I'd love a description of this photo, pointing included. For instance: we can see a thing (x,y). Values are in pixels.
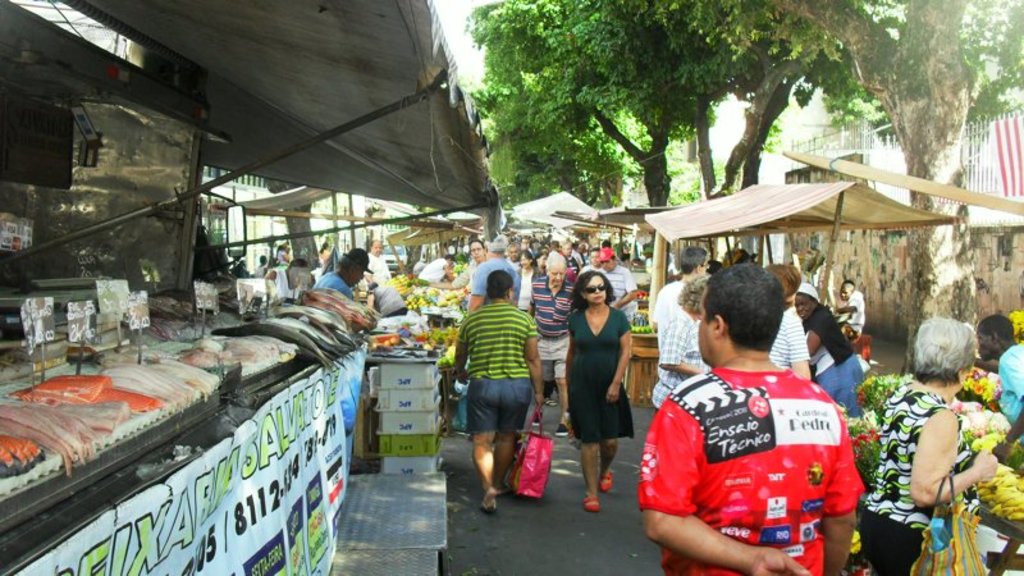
In this picture there is a woman (614,370) who is wearing green dress (614,334) and goggles (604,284). Besides her we can see a man (517,367) who is holding bag (545,468). On the left (182,315) we can see the fish market (300,307). In the background (453,308) we can see the fruits (449,302). people (587,260), buildings (256,232) and trees (746,121). In the bottom right corner (903,526) there is a woman (939,467) who is standing near to the flowers (977,420). On the right (884,156) we can see the fencing (996,183) on the wall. At the top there is a sky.
